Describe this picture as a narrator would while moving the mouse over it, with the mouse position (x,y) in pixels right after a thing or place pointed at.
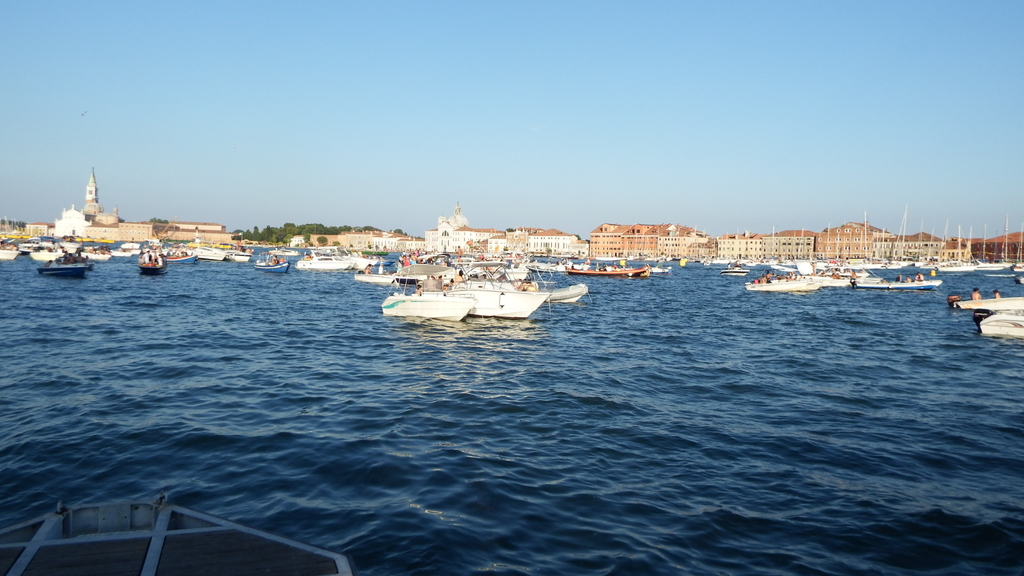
In the image I can see water (343,383) in which there are some boats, ships (491,305) and also I can see some buildings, trees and poles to the side.
